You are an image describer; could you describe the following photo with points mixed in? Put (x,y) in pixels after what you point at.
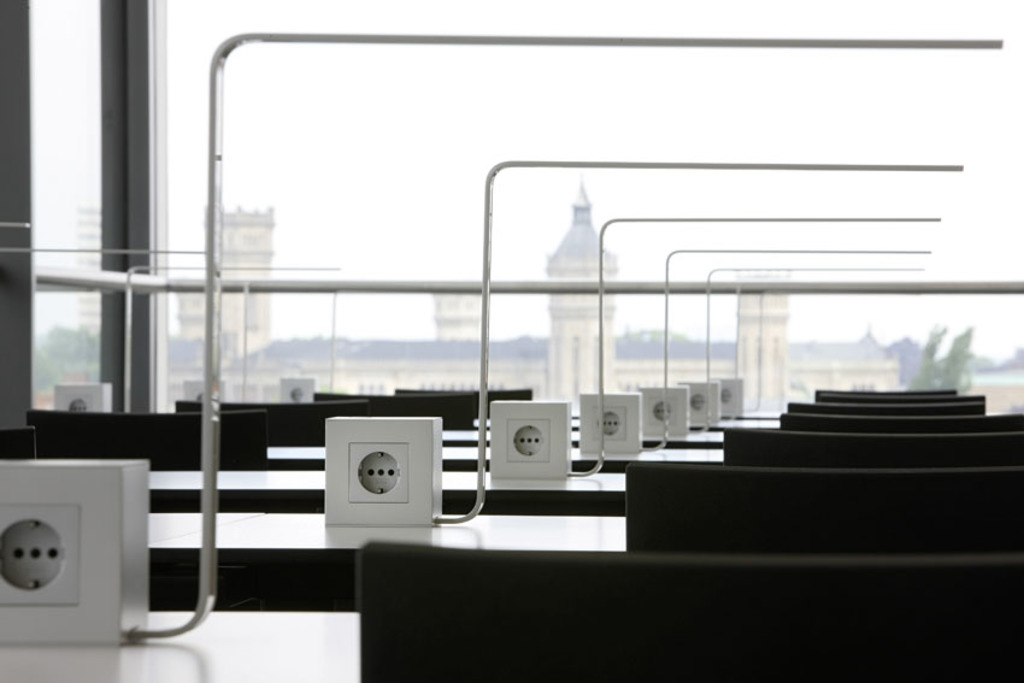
This picture is clicked inside. In the foreground (524,555) we can see the metal rods (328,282) and some black color objects (773,476) seems to be chairs (400,682) and we can see the tables (661,437) and some other objects (28,573). In the background (690,73) there is a sky (238,176) and we can see the buildings (552,366) and trees (968,344).
